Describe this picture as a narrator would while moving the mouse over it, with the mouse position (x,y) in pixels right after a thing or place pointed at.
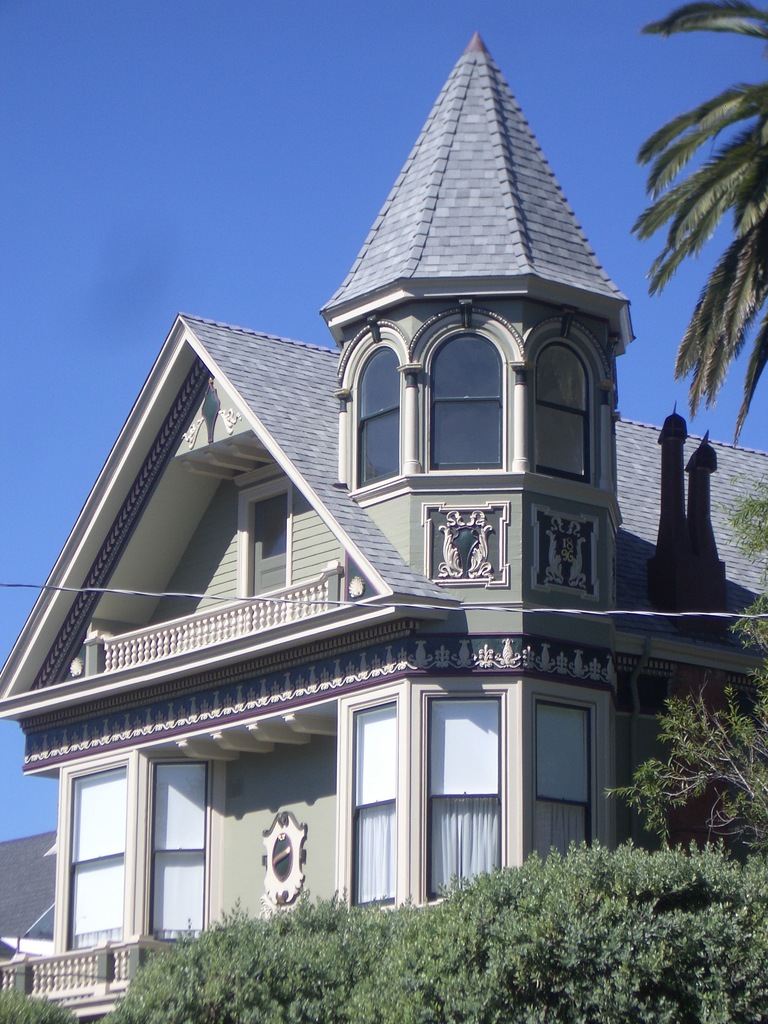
At the bottom of the picture (352,957), we see the trees (513,955). In the middle of the picture (491,485), we see a building (314,775) in green color with a grey color roof (280,417). We even see the windows (120,792) and the railing (113,986). On the right side (737,813), we see the trees (744,822). At the top (287,199), we see the sky (266,117), which is blue in color.
